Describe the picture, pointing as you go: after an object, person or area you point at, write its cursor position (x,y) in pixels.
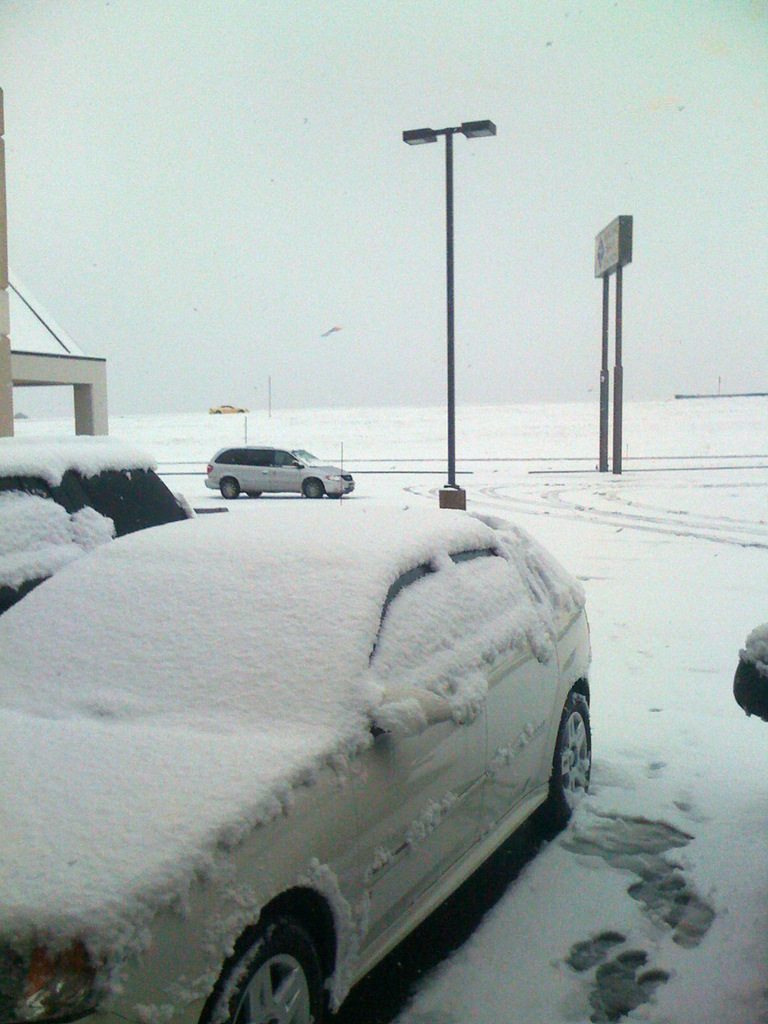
As we can see in the image there is snow (385,634), street lamp (451,233), banner (616,244), cars (112,669) and sky (192,173).
